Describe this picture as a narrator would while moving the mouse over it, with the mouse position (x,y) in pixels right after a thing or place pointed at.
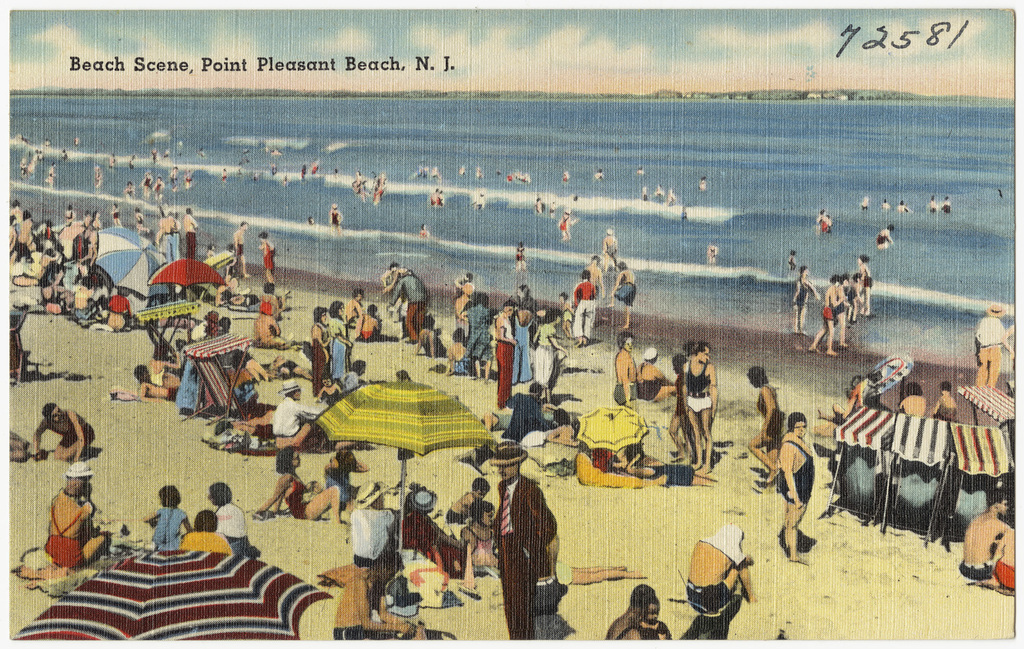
This is a poster and here we can see people (283,367), umbrellas (376,399), a tent (856,435), stands (231,352) and some other objects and there is water (725,215) and sand (621,510). At the top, there is some text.
